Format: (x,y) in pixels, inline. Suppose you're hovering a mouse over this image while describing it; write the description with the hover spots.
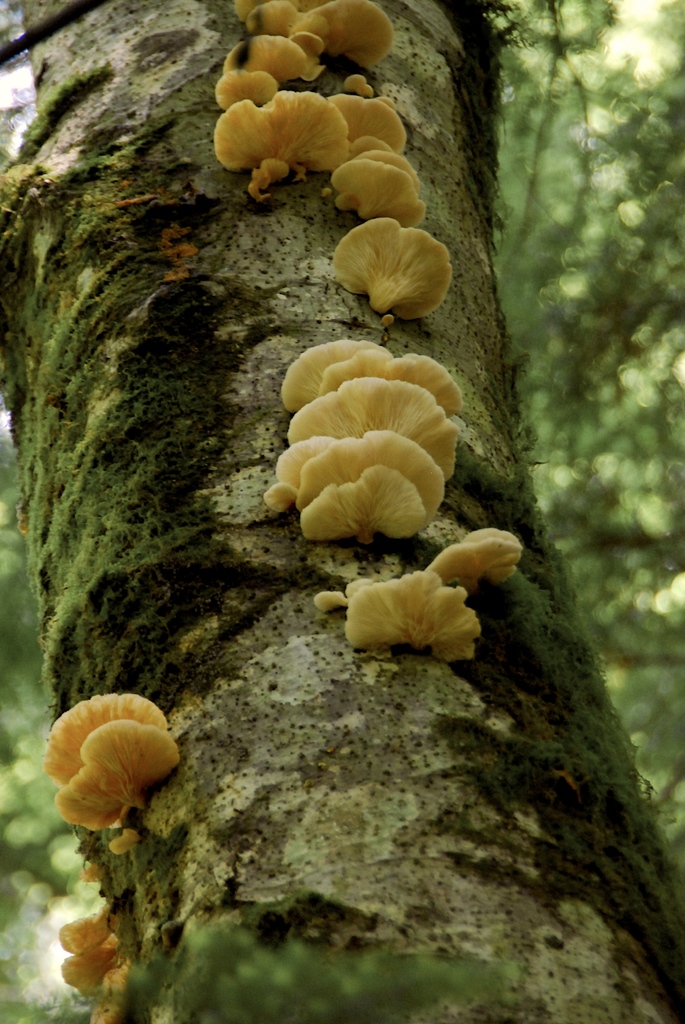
In this image we can see a tree trunk (375,812). On that there are mushrooms (295,119). In the background (594,344) it is blur.
